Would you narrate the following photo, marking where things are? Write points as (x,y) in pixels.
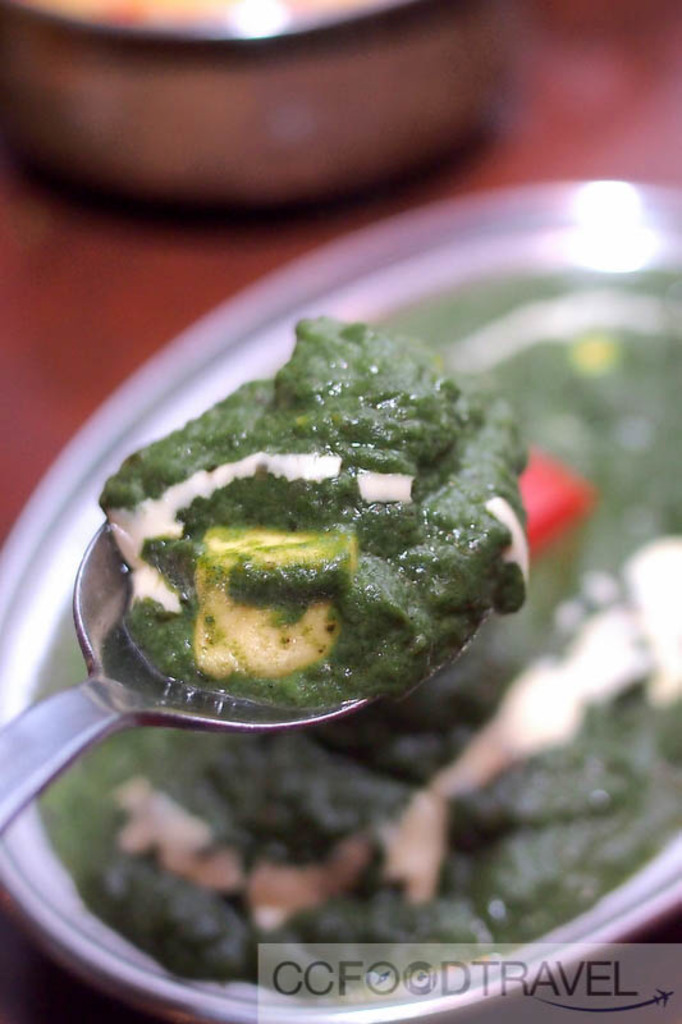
In this image we can see a serving plate (408,275) with food (564,643) in it and a spoon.
